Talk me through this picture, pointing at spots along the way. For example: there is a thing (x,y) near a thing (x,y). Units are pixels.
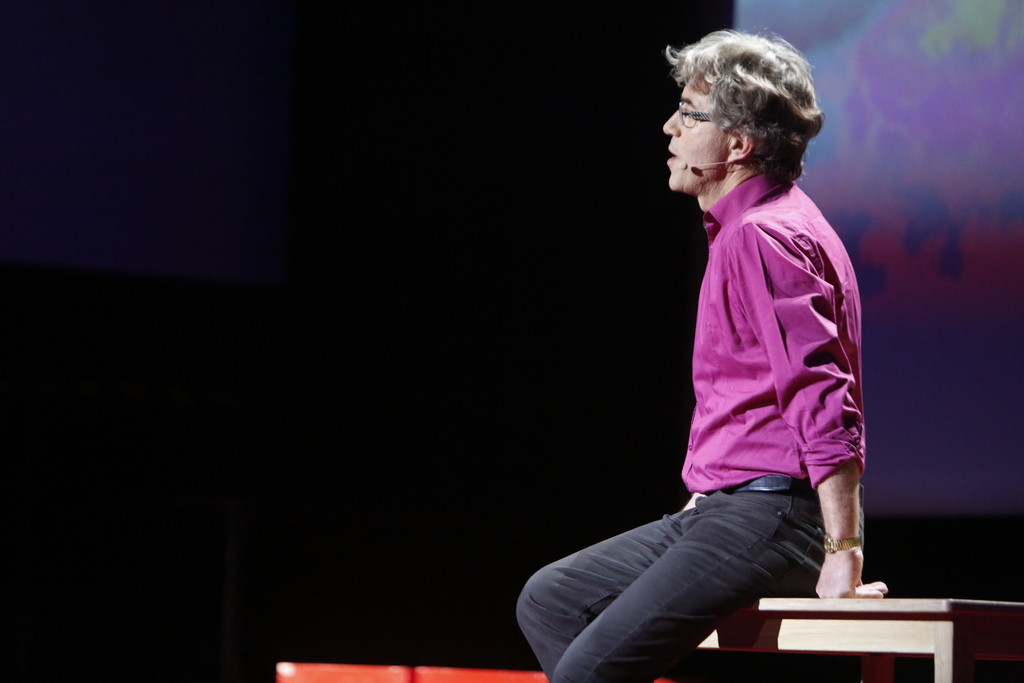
In the image there is a man (795,380) in pink shirt (803,405) and black jeans (610,620) sitting on a table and talking on mic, behind him there is abstract wall (884,123) on the right side (918,188) and in front its all dark.
